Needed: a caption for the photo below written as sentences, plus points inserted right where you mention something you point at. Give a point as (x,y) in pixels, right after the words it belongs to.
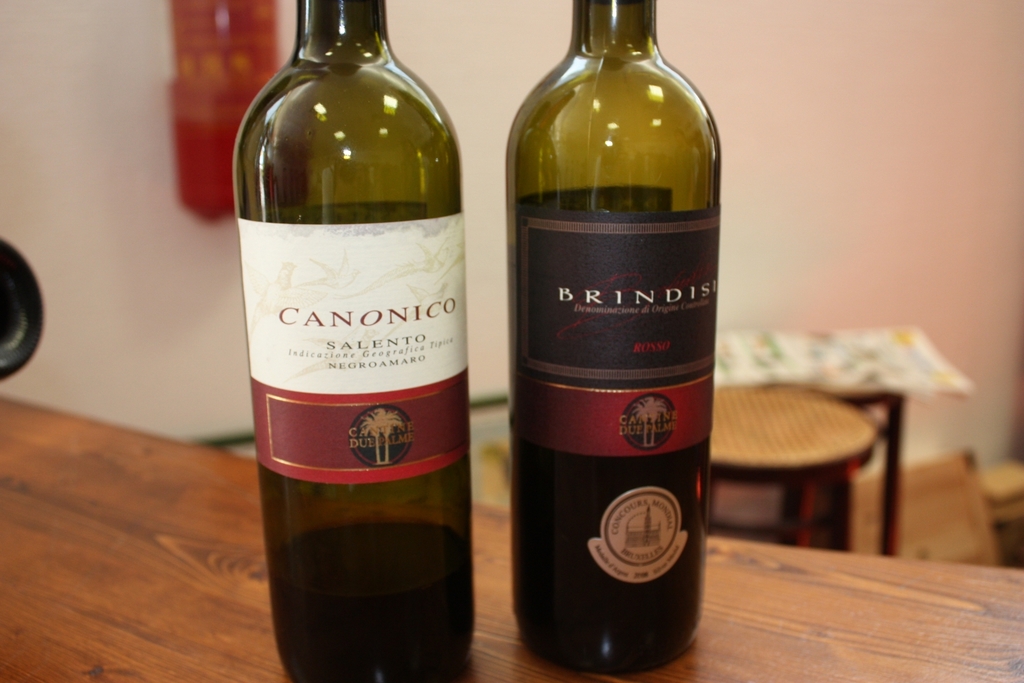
this picture shows two wine bottles (467,377) on the table (213,504).
